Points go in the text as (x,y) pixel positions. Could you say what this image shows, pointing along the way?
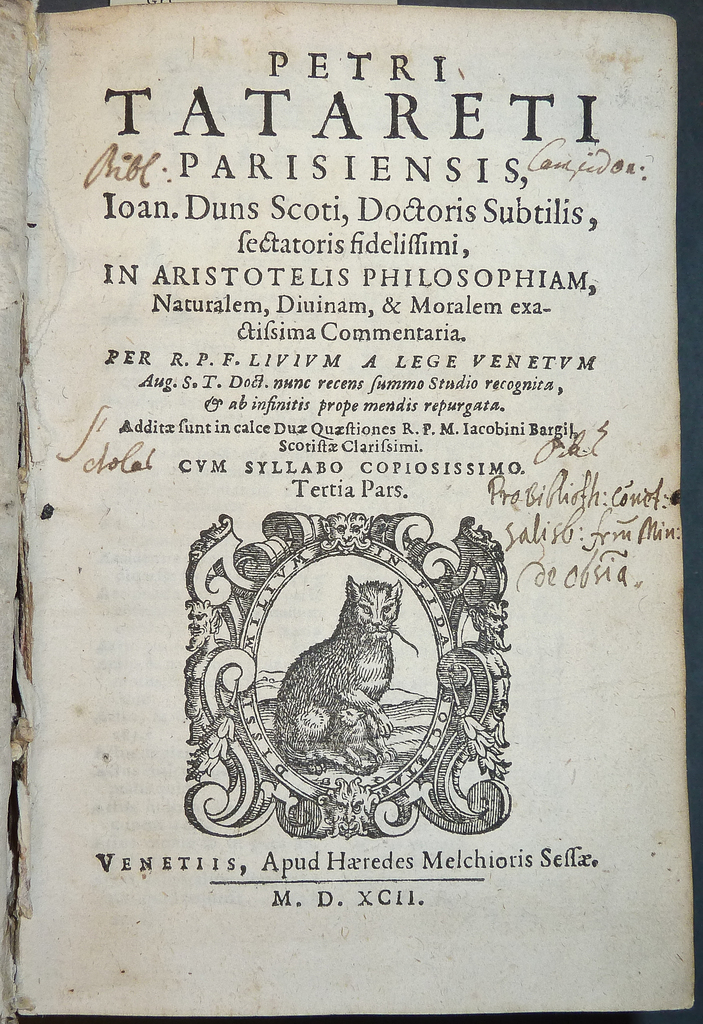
In this image we can see a paper (363,912) with the picture of a cat (328,766) and some text (541,506) on it.
